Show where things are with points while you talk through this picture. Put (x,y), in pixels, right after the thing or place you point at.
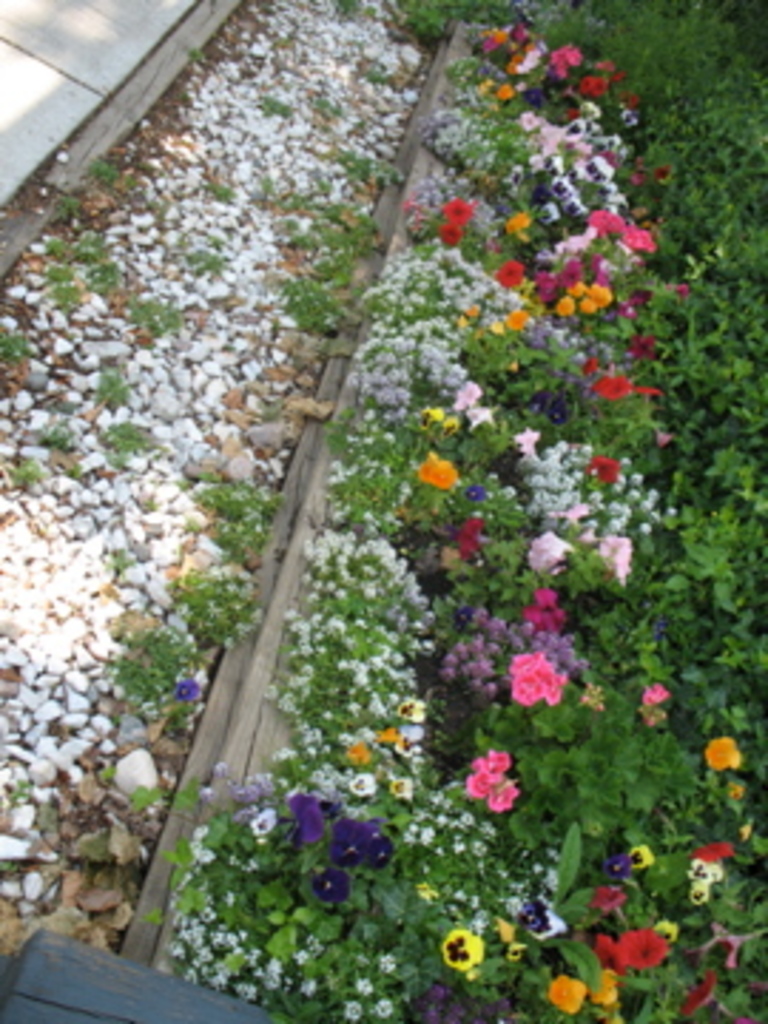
In this picture I can see few flowers (551,554), plants (524,540) and stones (264,463).
